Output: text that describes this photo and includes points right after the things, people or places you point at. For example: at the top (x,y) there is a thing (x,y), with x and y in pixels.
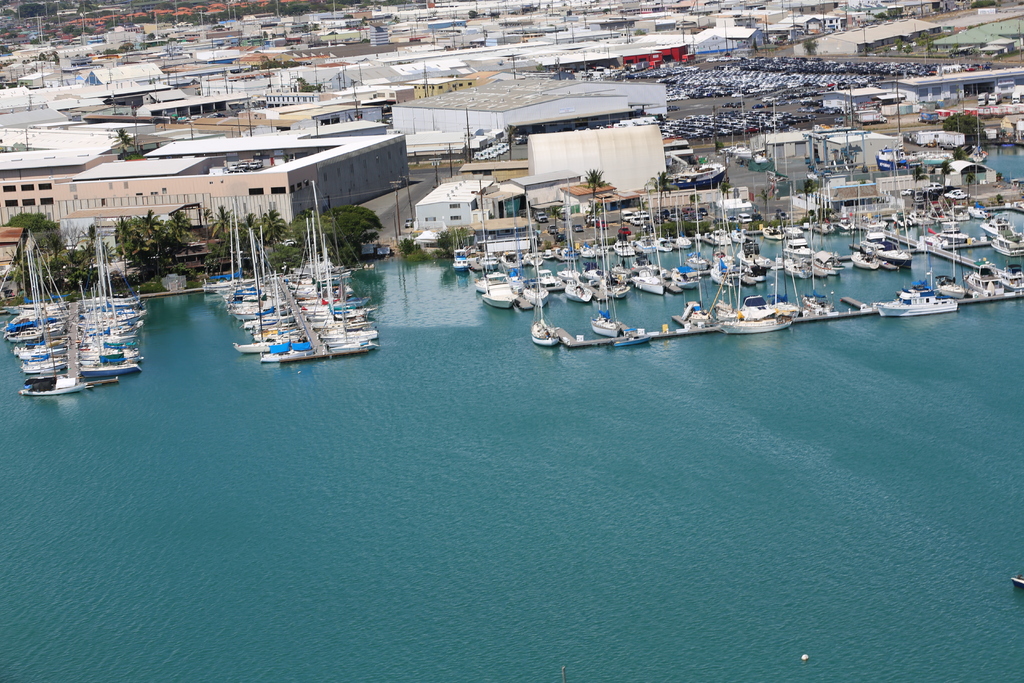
This is an aerial view. In the center of the image (534,249) we can see the boats (287,323) are present on the water (419,398). At the top of the image (282,120) we can see the trees (62,262), buildings (633,94), road (836,114), some vehicles (833,64), poles (42,22) and sheds (877,36).
